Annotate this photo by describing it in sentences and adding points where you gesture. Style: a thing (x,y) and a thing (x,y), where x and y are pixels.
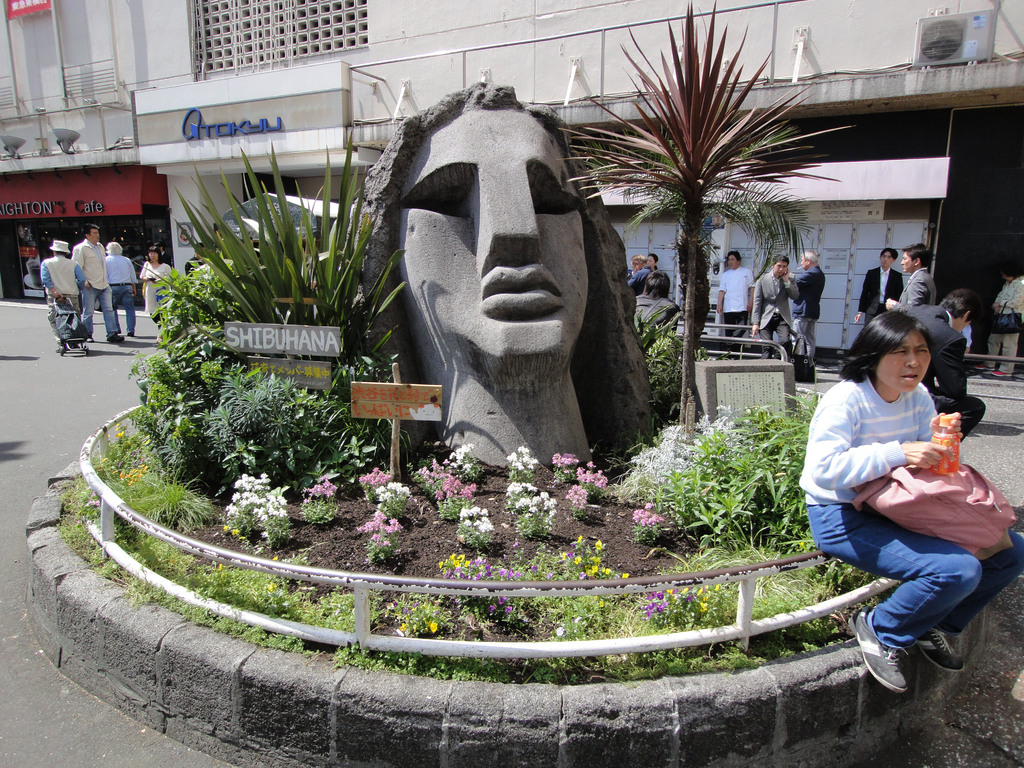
In the image there is a statue (525,318) in the middle (564,291) and plants (623,163) around it. A woman (887,410) sat on fence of the statue (510,375). Near the wall (890,205) there are few people (118,276) standing and walking on the road (1015,381).
